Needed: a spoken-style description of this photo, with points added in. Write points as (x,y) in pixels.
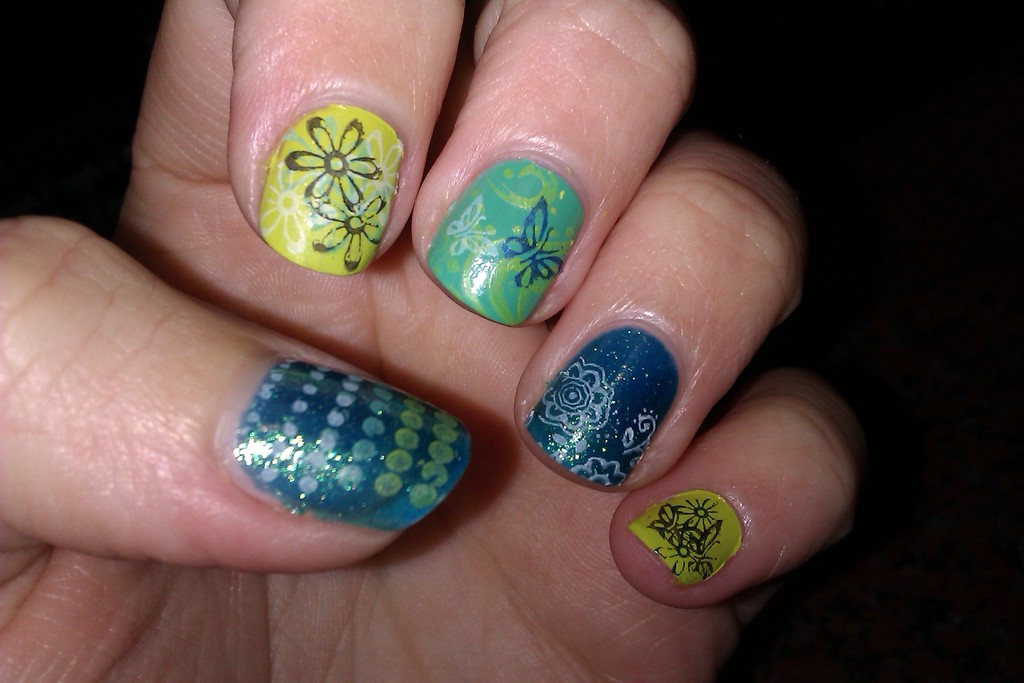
In this picture we can see a person hand (644,607) with nail painting (400,512) on nails (298,263) and in the background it is dark.
